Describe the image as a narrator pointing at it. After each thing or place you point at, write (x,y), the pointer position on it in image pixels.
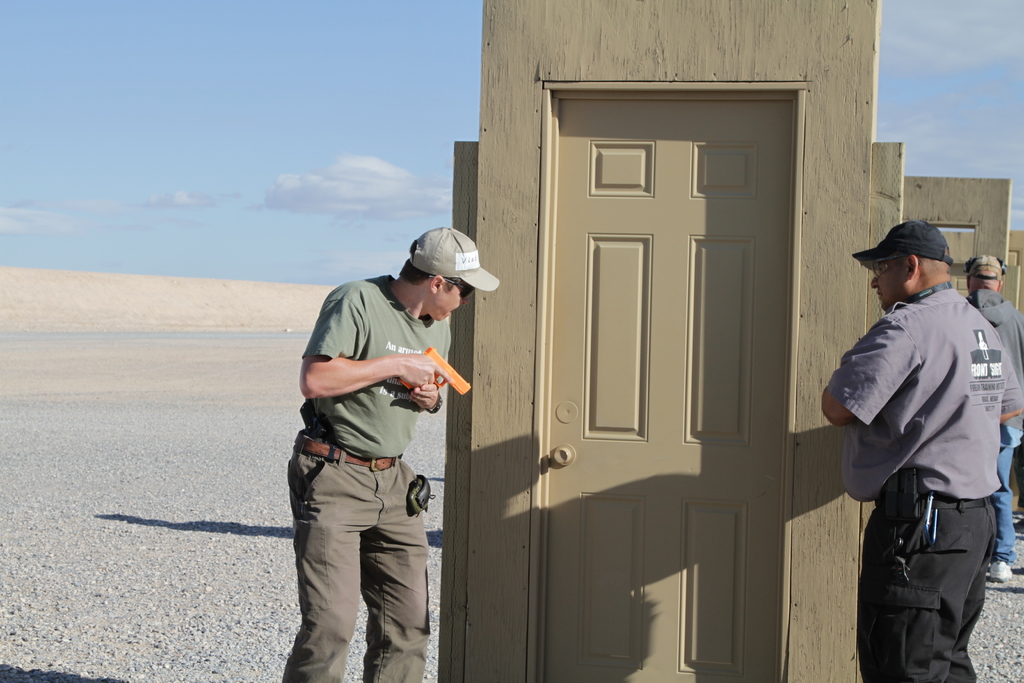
In this picture I can observe two men (939,358) on either sides of the door (565,199) which is in the middle of the picture (586,331). In the background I can observe some clouds (342,171) in the sky (334,88).
